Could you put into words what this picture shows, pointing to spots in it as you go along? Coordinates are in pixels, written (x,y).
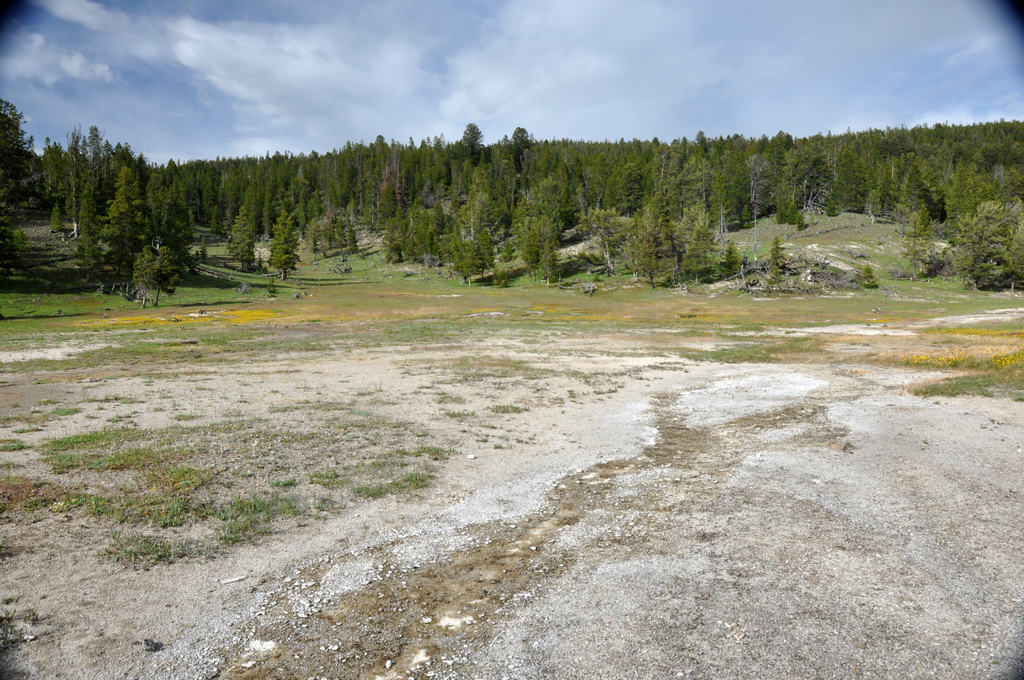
In this picture we can see grass (233,293) and some stones (326,579) at the bottom (304,616), in the background (563,187) there are some trees (631,193), we can see the sky (674,53) and clouds (524,59) at the top of the picture (376,59).
